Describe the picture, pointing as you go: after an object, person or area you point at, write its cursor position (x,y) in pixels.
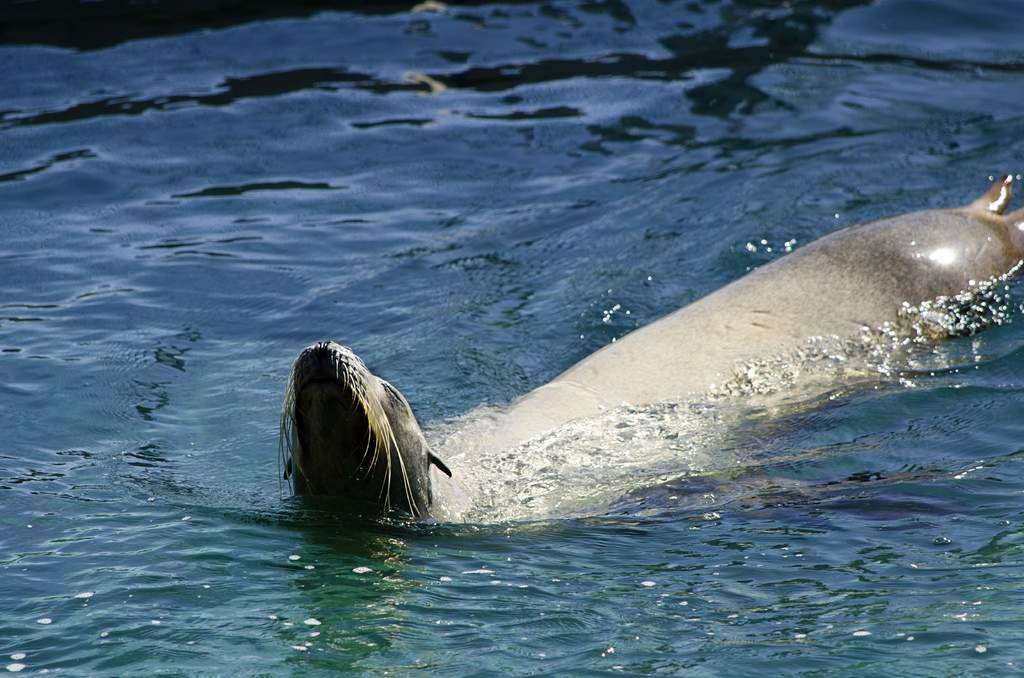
In this image there is a seal (387,495) in the water (182,452).
